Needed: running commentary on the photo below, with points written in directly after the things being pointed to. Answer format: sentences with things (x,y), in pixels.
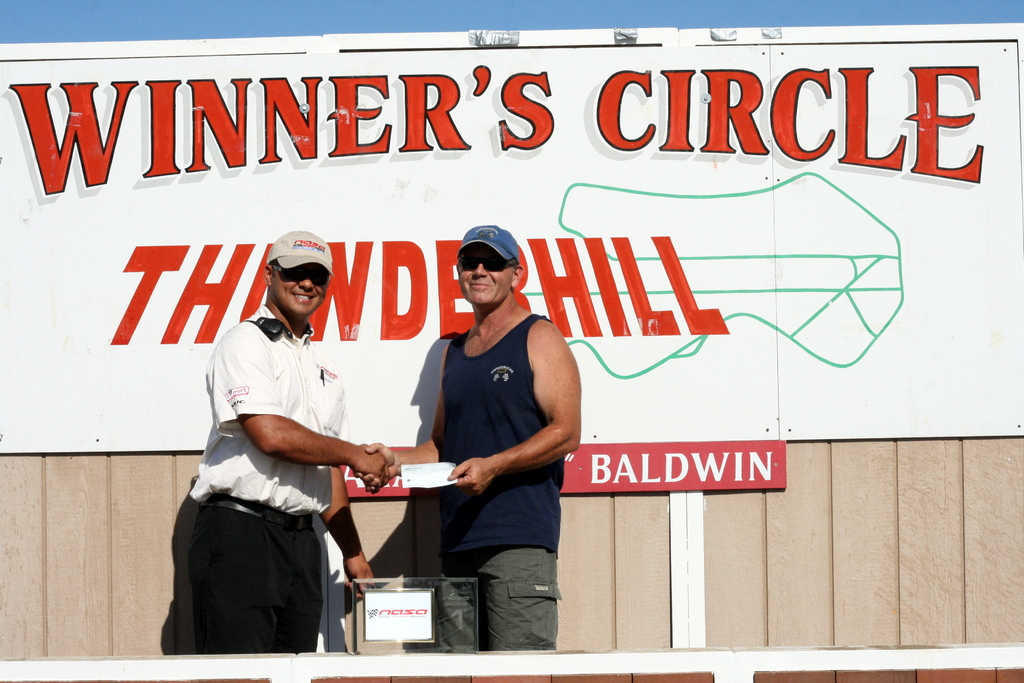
In this image we can see this person (267,472) wearing white T-shirt (273,465), cap (316,256) and glasses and this person (453,405) wearing dark blue color T-shirt (521,485), cap (497,245) and glasses (474,266) are standing here and handshaking. In the background (788,271), we can see a white color board (620,118) with some text (402,263) on it to the wooden wall (827,496) and the blue color sky (591,9).
